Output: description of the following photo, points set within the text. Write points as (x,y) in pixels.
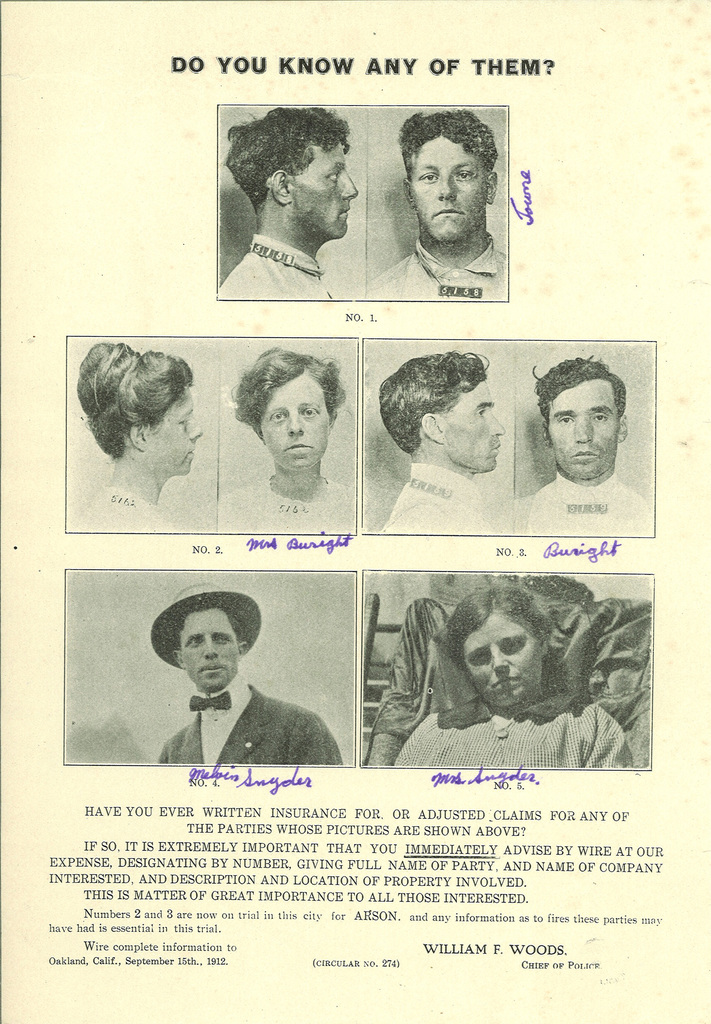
In this image there is a paper (129,507), on the paper (419,794) there is a depiction (360,246) of some people (337,206) and there is text (204,916).
